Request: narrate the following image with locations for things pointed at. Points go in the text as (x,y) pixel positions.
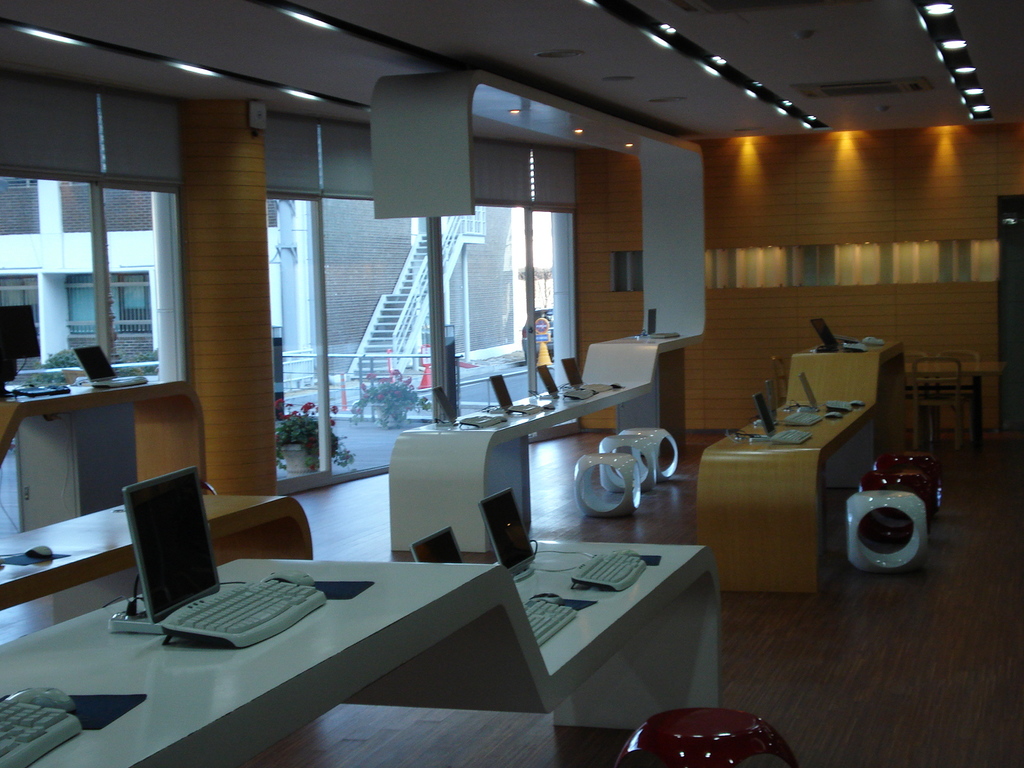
Here in this picture we can see number of tables (266,550) with monitors (176,549), keyboards (235,609) and mouses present on it and we can also see some different kind of stools (643,466) present on the floor (847,605) and on the left side (315,333) we can see glass doors (464,401) present, through which we can see other buildings (288,303) and a staircase (379,319) present and we can also see plants (383,386) present outside and we can see lights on the roof (848,54).
